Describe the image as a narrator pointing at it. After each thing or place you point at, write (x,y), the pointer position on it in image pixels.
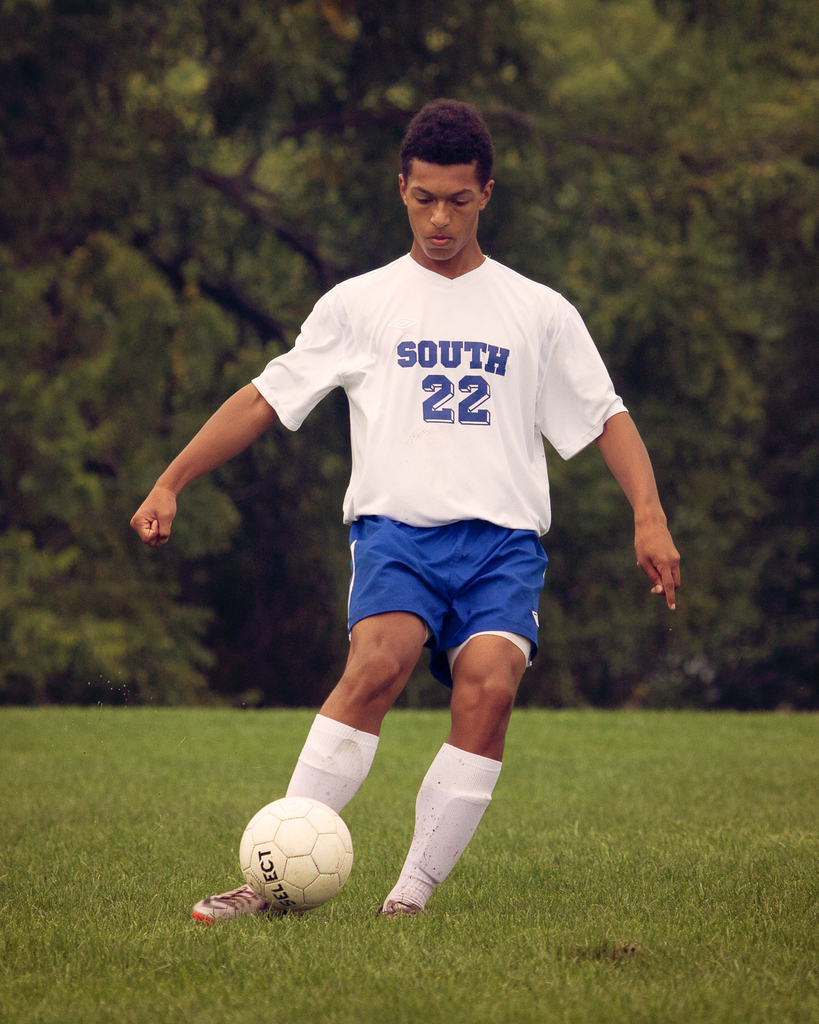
In this image there is a man (415,309) with t-shirt (452,317) and he is playing. At the back (221,153) there are trees (395,97) and at the bottom (615,851) there is a grass (737,805).
